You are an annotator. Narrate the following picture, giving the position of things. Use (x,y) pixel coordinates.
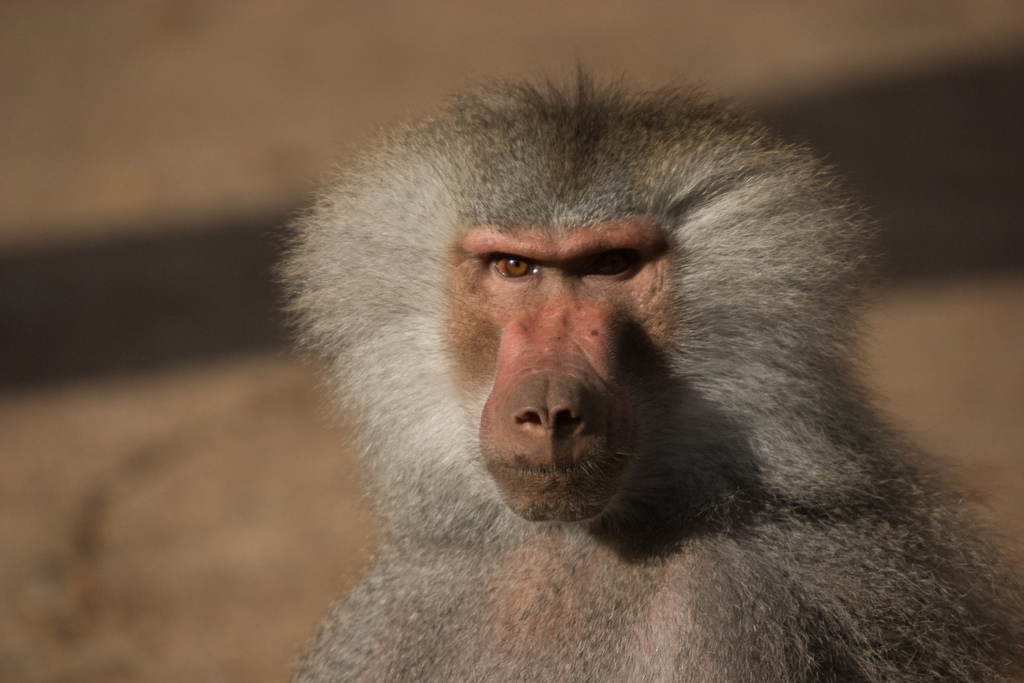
In this image we can see a baboon (677,430).
